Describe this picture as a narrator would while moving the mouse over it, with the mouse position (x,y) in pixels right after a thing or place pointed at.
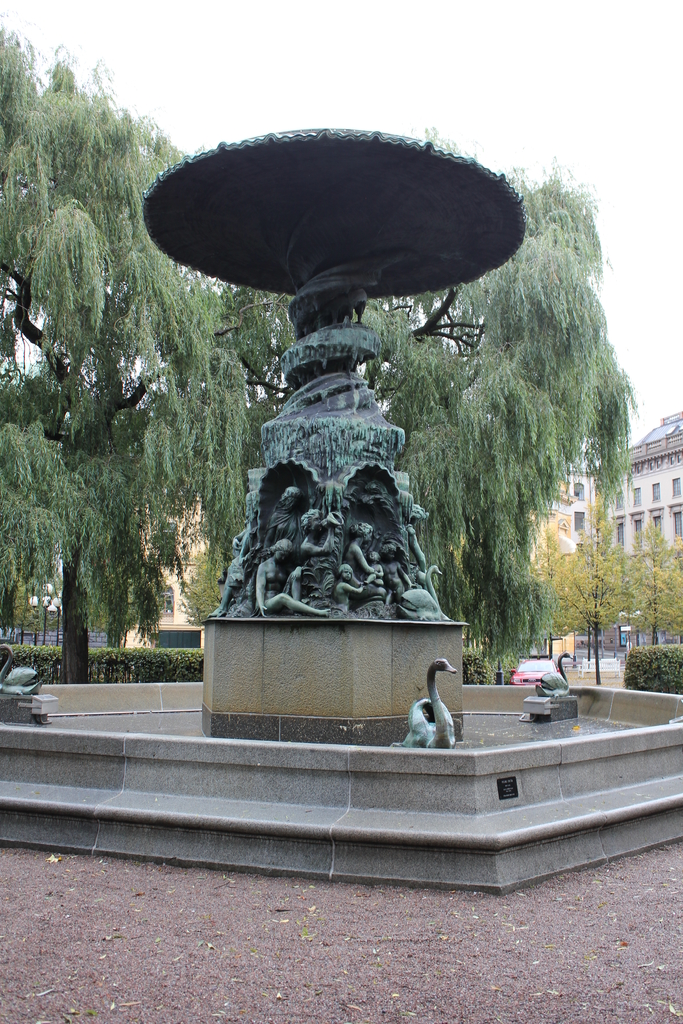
In the center of the image (302,485) we can see the fountain (485,231). In the background of the image (469,321) we can see the trees (371,314), buildings (612,642), car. At the bottom of the image (426,947) we can see the pavement (227,961). At the top of the image (111,13) we can see the sky (202,84).
